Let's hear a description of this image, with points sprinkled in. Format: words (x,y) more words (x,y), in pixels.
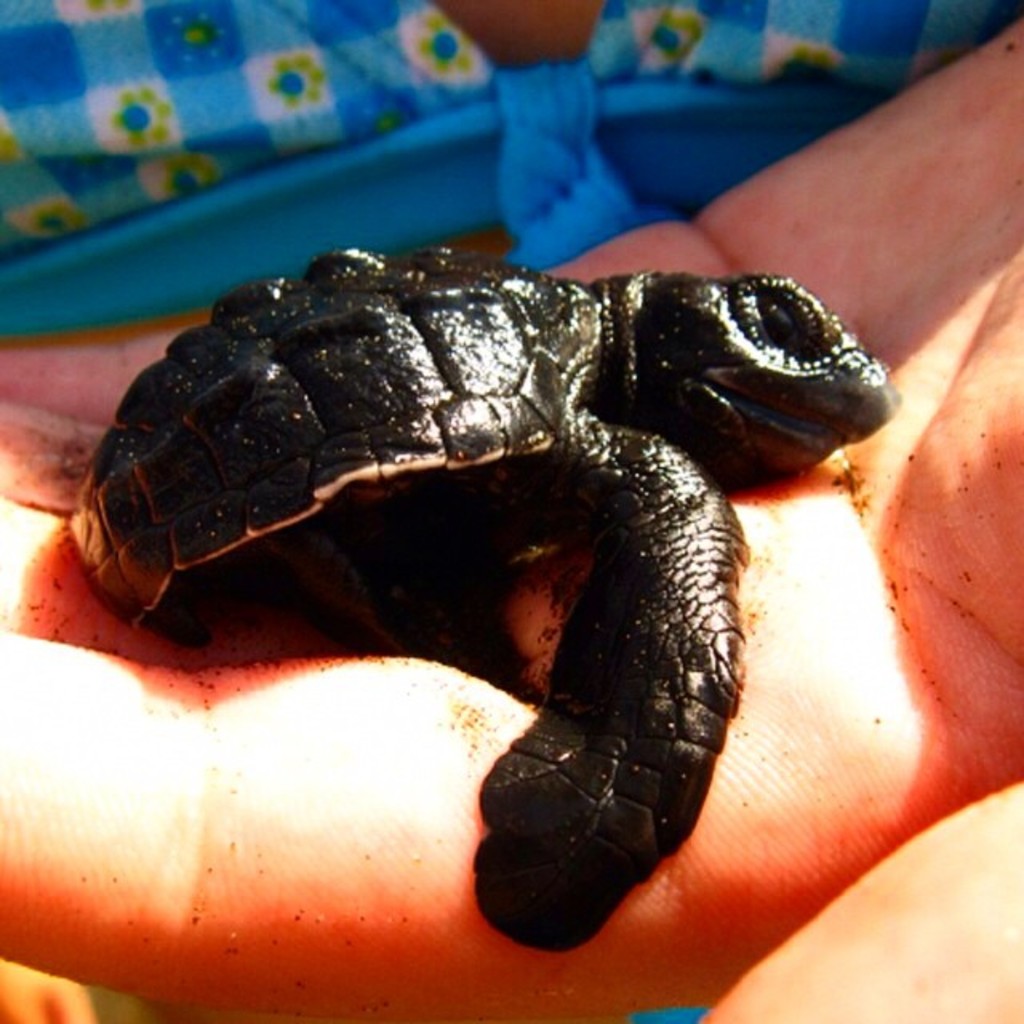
On the person hand (865,246) there is a turtle (704,600).
